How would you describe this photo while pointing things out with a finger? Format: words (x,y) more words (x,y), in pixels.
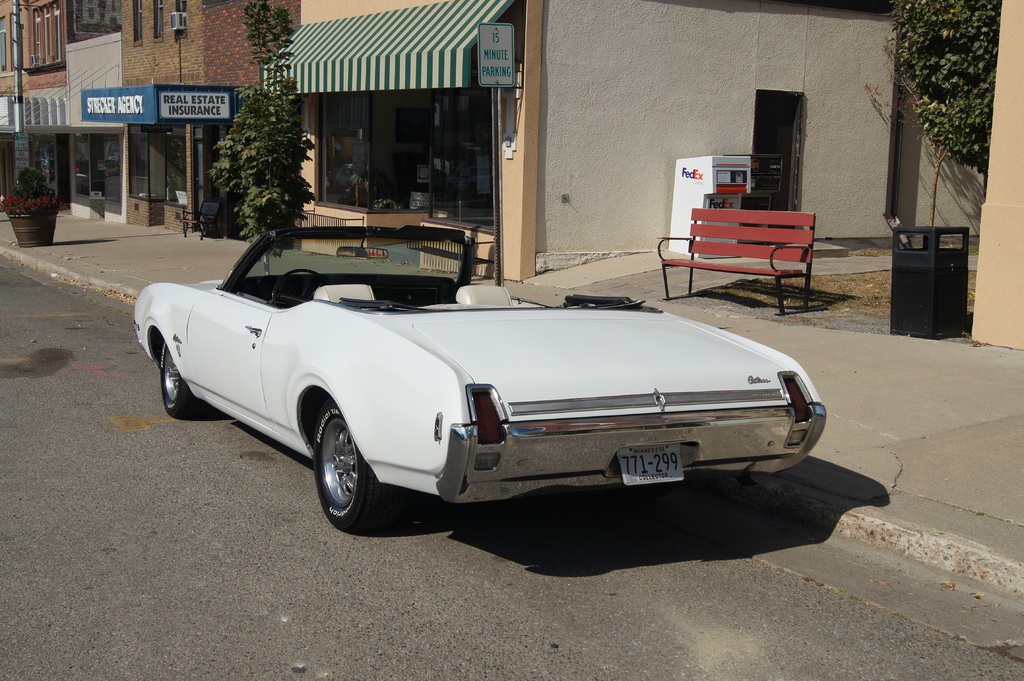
a car (459,336) is present on the road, which is white in color and its number (640,467) is 771-299. to its right there is a bench (752,249). at the back (635,127) there is a building (469,179) and a store (152,120) named real estate insurance.
